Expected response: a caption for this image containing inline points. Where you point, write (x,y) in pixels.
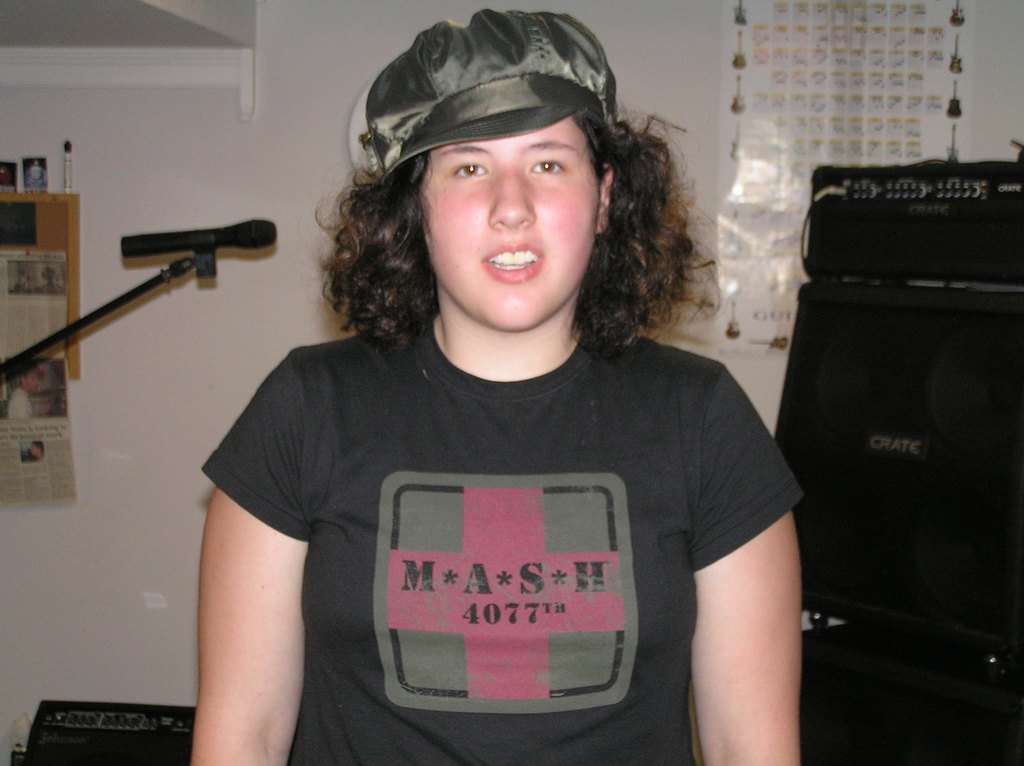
In this image we can see a person (399,482). Behind the person (381,289) we can see a wall (271,251). On the right side (845,360), we can see a black object (870,267) and a poster (828,156) on the wall (28,523). On the left side (29,462), we can see a paper (52,294), mic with stand (72,330) and few objects (64,186) on a surface (64,230).
